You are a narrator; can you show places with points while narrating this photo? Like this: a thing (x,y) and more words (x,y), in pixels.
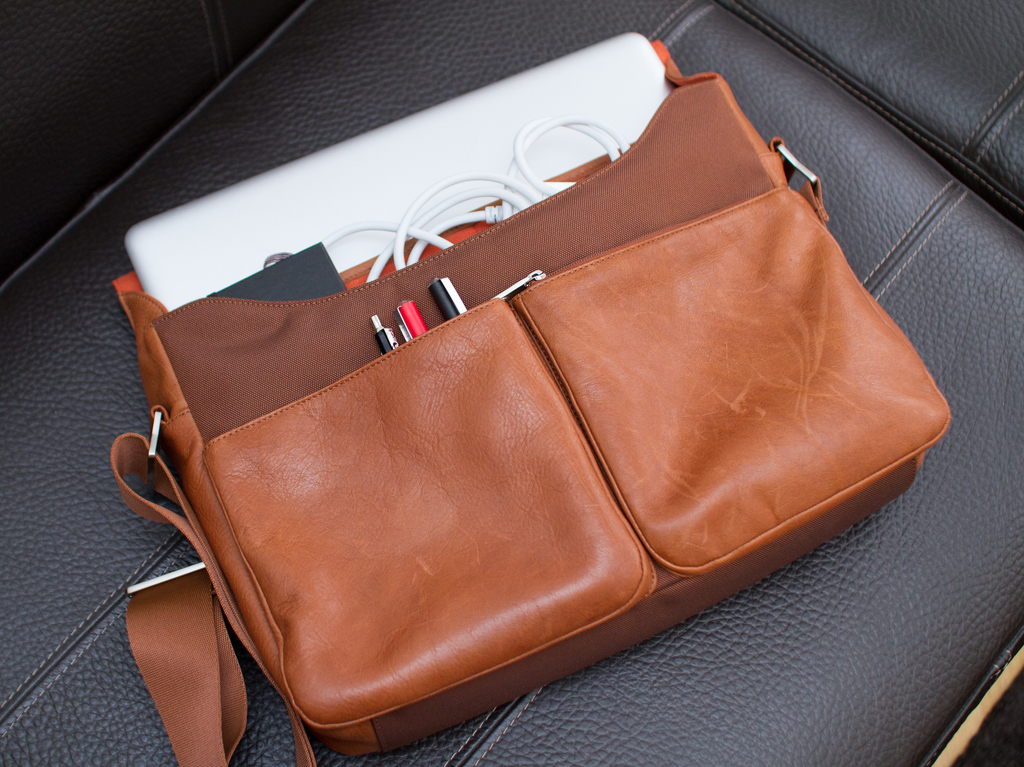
In this there is a bag (560,261) on the seat (348,66). In the bag (609,370) there are pens (462,305), wire (400,259) and a laptop (460,152) and bag (725,231) is in brown in color.
